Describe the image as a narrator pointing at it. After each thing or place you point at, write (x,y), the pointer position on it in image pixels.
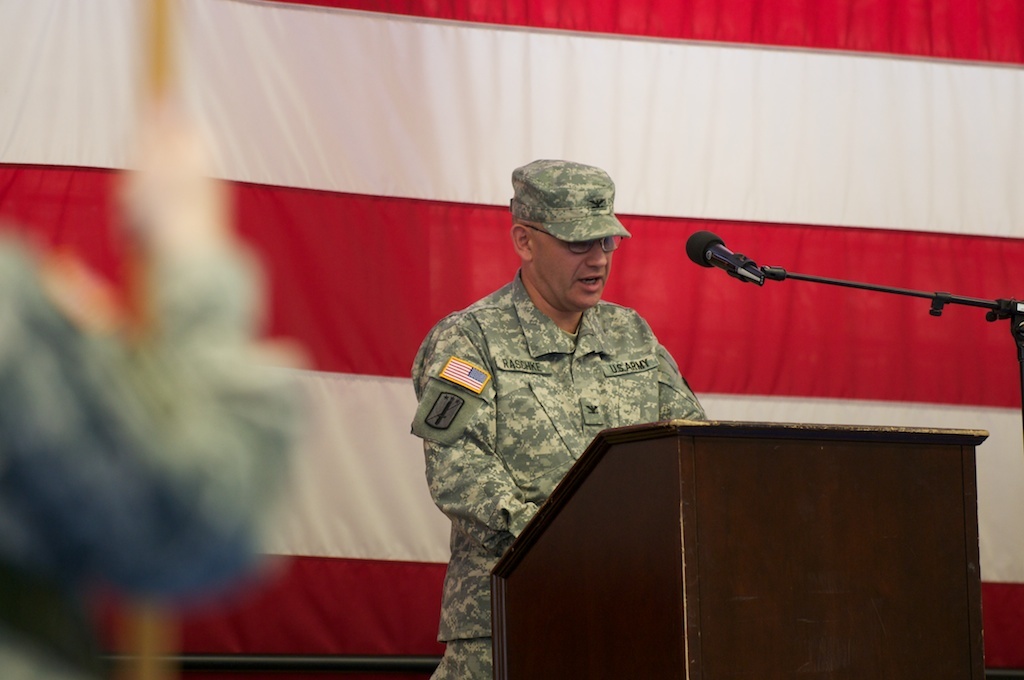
In this image I can see a person (543,409) wearing military uniform (511,415) is standing behind the podium (613,561) which is brown in color and I can see a microphone (748,259) in front of him. In the background (603,156) I can see a cloth (416,104) which is red and white in color and to the left side of the image (167,225) I can see a person (75,412).
